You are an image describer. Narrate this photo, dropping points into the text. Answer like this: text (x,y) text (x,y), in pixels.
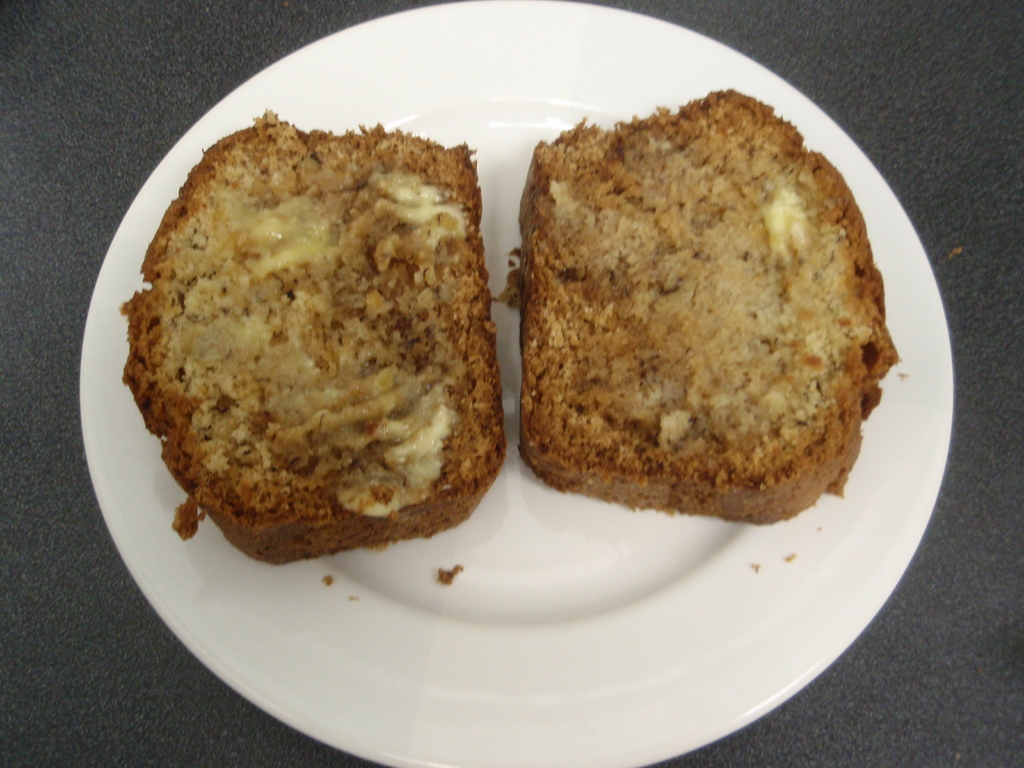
In this image we can see food (484,354) in plate (700,588) placed on the table (952,677).
